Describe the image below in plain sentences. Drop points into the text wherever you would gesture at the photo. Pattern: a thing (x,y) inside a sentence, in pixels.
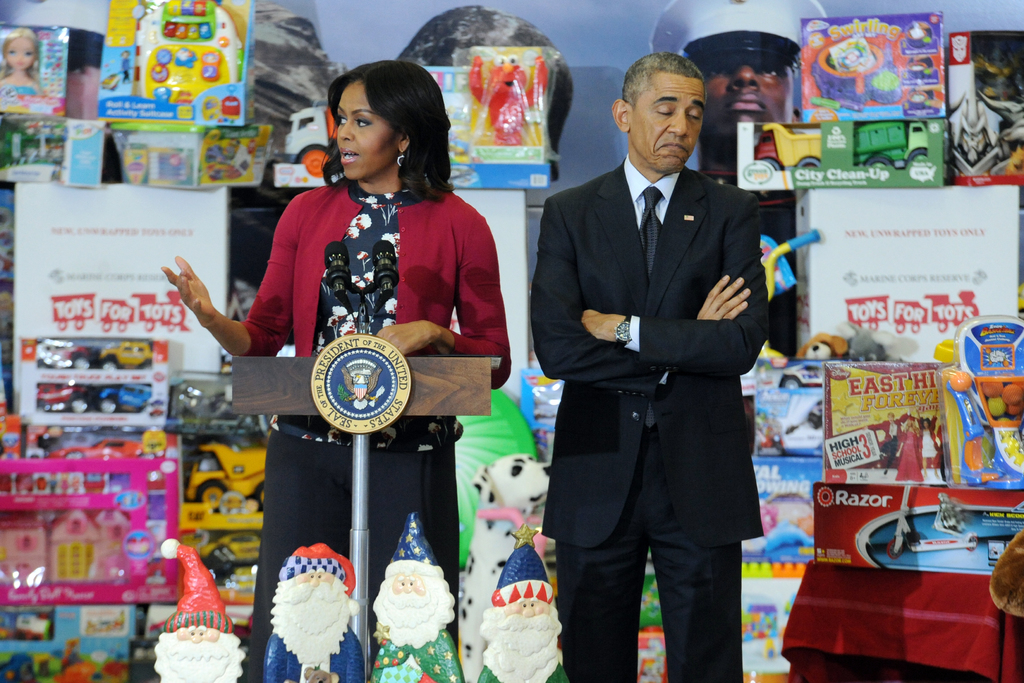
In this picture I can see a woman (404,351) speaking into microphone (386,300), beside her there is a man (680,349) in the middle (658,349). In the background (480,471) I can see many toys (119,478).
